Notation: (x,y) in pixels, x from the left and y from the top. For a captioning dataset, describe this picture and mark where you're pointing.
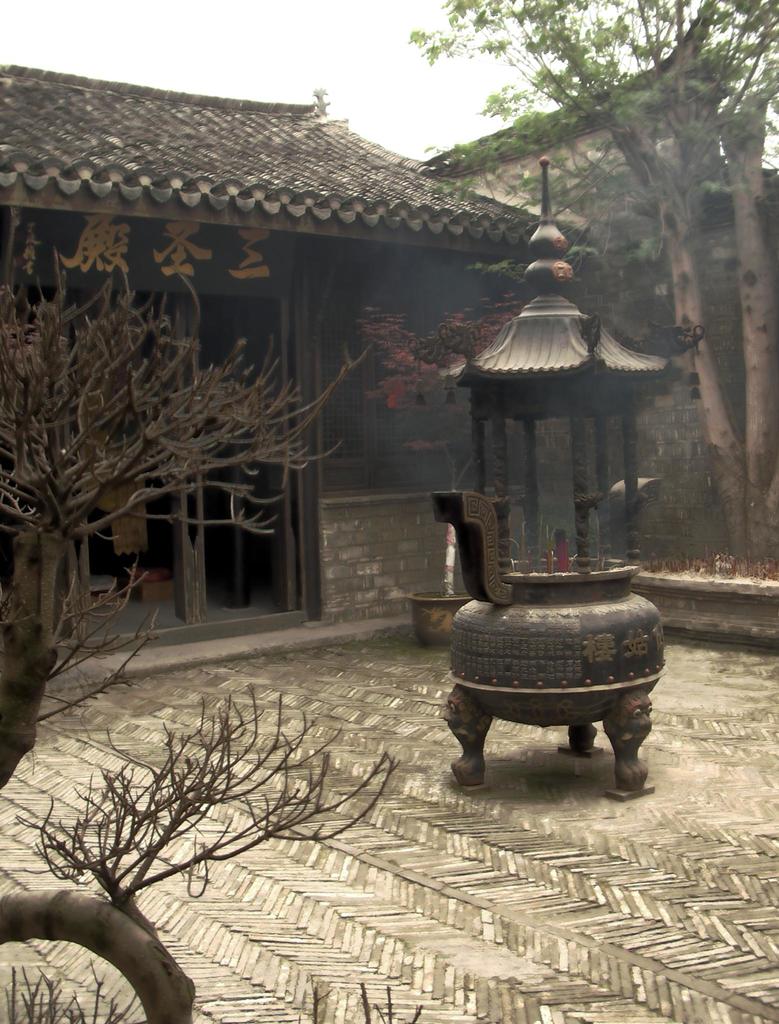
In the background of the image (307,201) there is a house (390,244). There are trees (628,143). In the center of the image (517,673) there is a object (555,407). To the left side of the image (68,855) there is a tree branch (93,695). At the top of the image (288,60) there is sky (241,60).
